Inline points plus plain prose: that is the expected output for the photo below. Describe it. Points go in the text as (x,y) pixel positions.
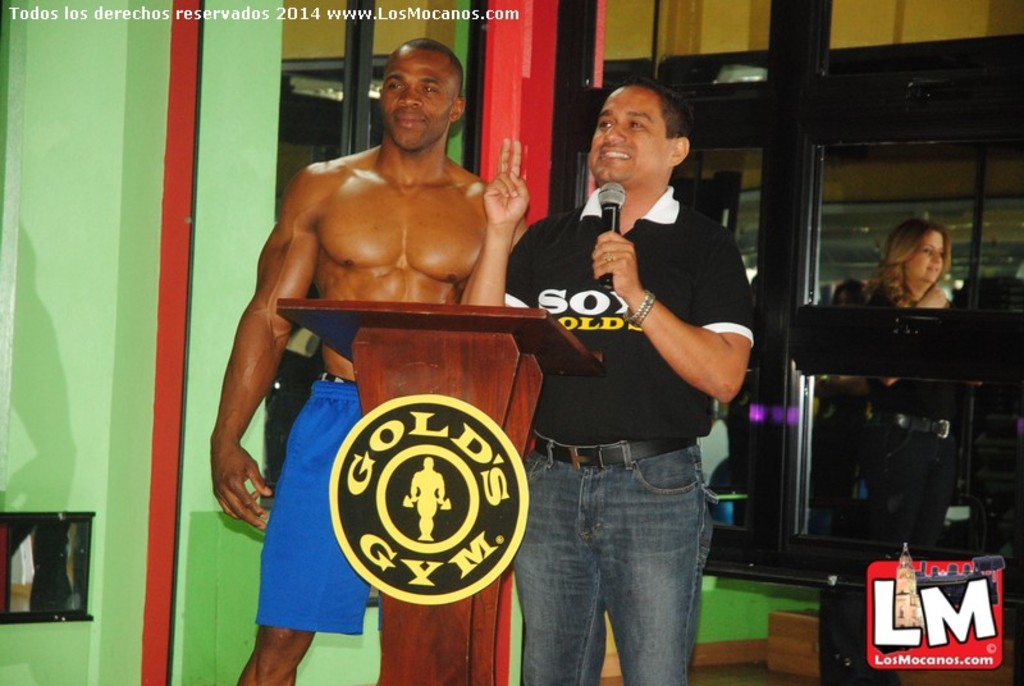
The image is taken in a gym (552,142), there are two people (519,282) standing in front of a table (438,643) and one of the person (651,269) is speaking something, behind them there is a window (774,399) and a woman (938,277) is standing behind the window (885,397).
